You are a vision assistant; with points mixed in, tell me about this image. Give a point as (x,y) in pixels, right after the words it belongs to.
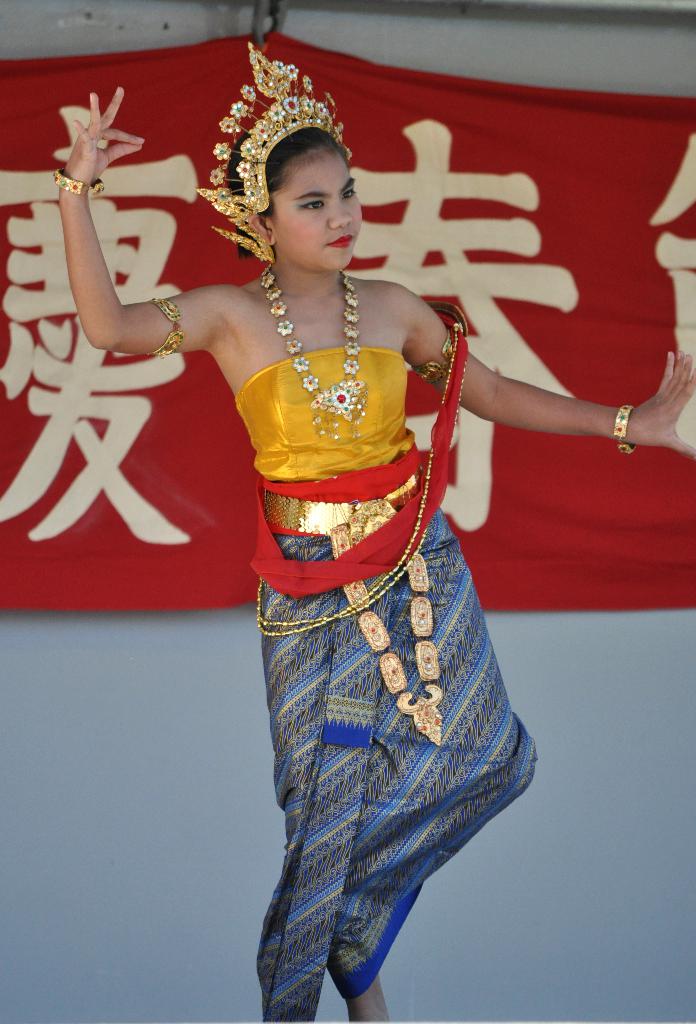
In this image we can see a girl (298,498) is dancing by wearing cultural dress (325,378) and jewelry (300,345). Behind her one banner (587,287) is there with some text (81,429) written on it.
